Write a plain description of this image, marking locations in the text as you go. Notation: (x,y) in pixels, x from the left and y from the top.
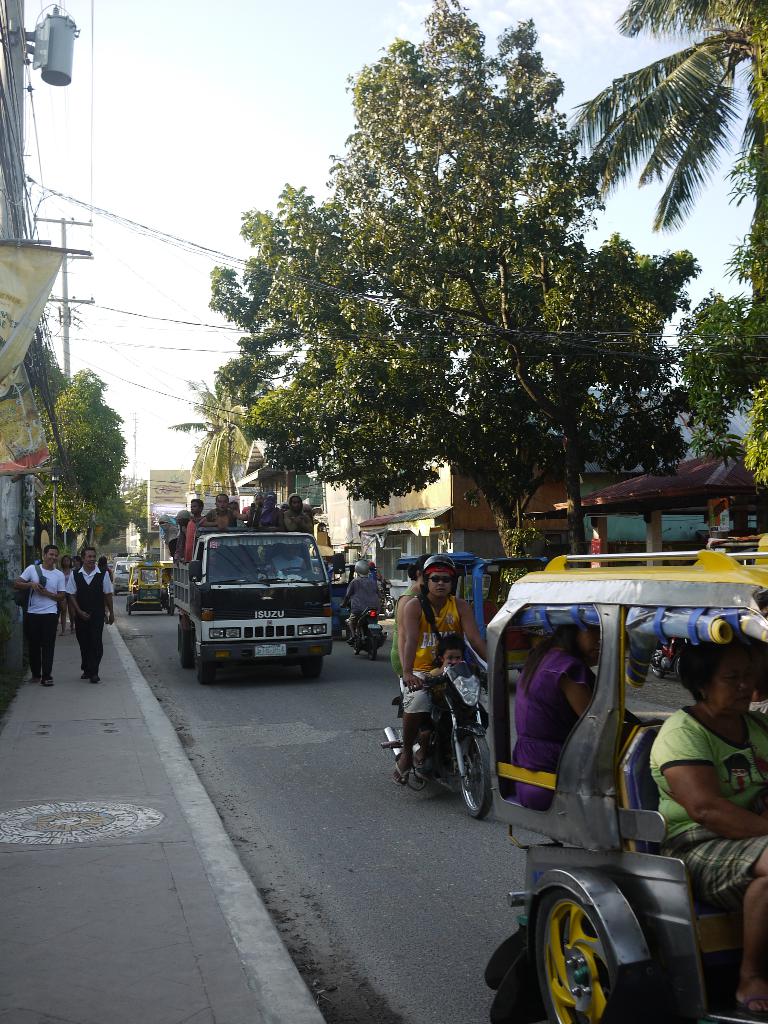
In the foreground of this image (449,736), there are vehicles (623,982) moving on the road (277,923), person's (65,597) walking on the side path (85,799). In the background (444,497), there are houses (465,497), trees (222,294), cables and the sky (291,42).
